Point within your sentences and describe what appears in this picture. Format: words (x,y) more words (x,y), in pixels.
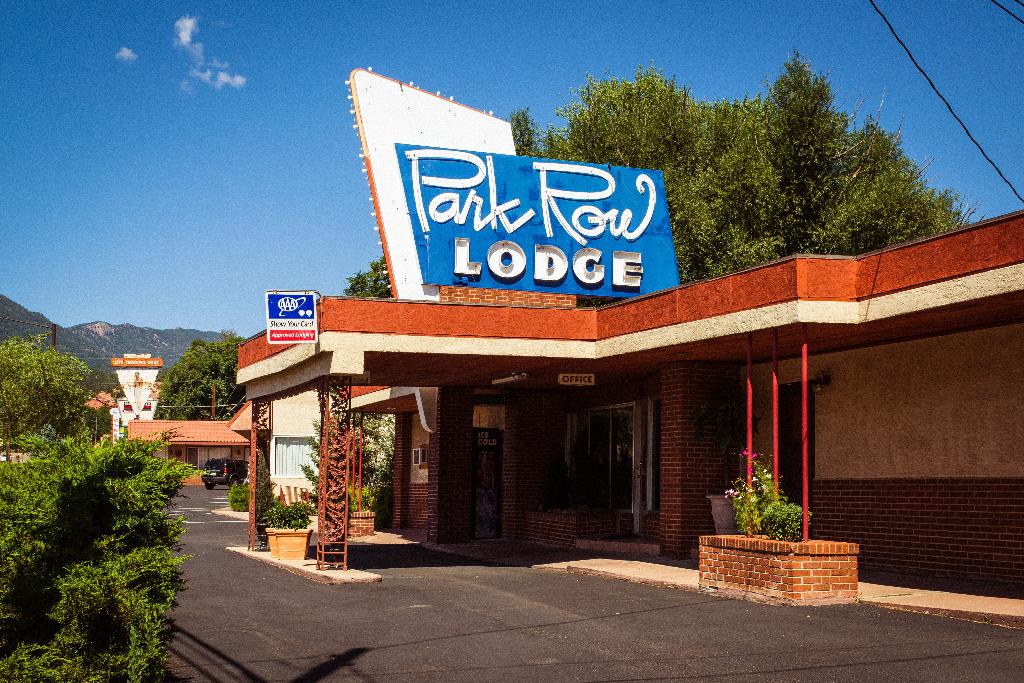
In this image we can see the buildings (282,426), there are boards (118,415) with text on it, also we can see some trees (153,549), plants (49,561), flowers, mountains (75,355) and a vehicle (205,475), in the background (317,287) we can see the sky (322,268) with clouds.
